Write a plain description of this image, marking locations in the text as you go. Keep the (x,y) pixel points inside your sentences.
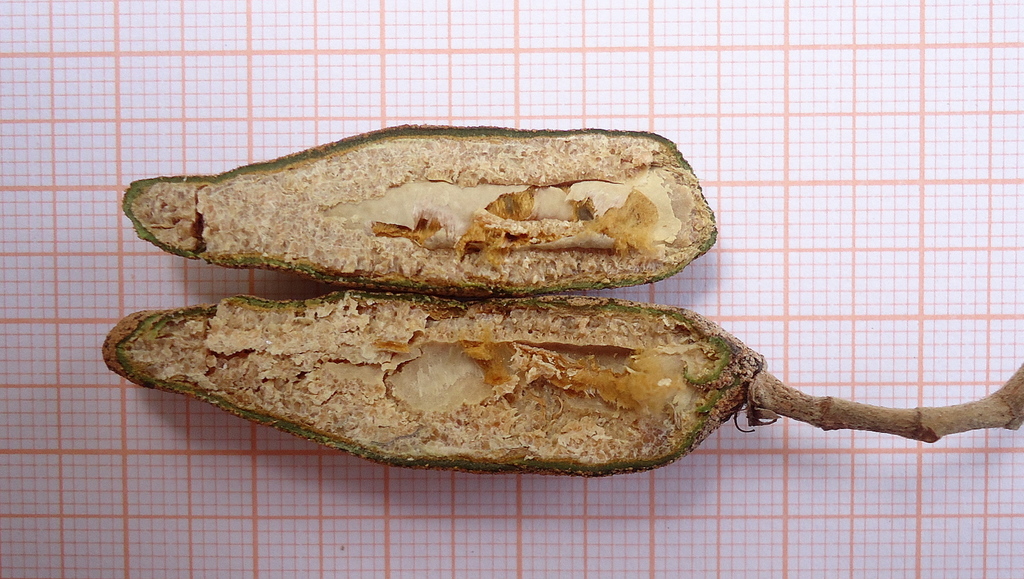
In this image, we can see fruits (436,359) kept on the surface (559,103).
